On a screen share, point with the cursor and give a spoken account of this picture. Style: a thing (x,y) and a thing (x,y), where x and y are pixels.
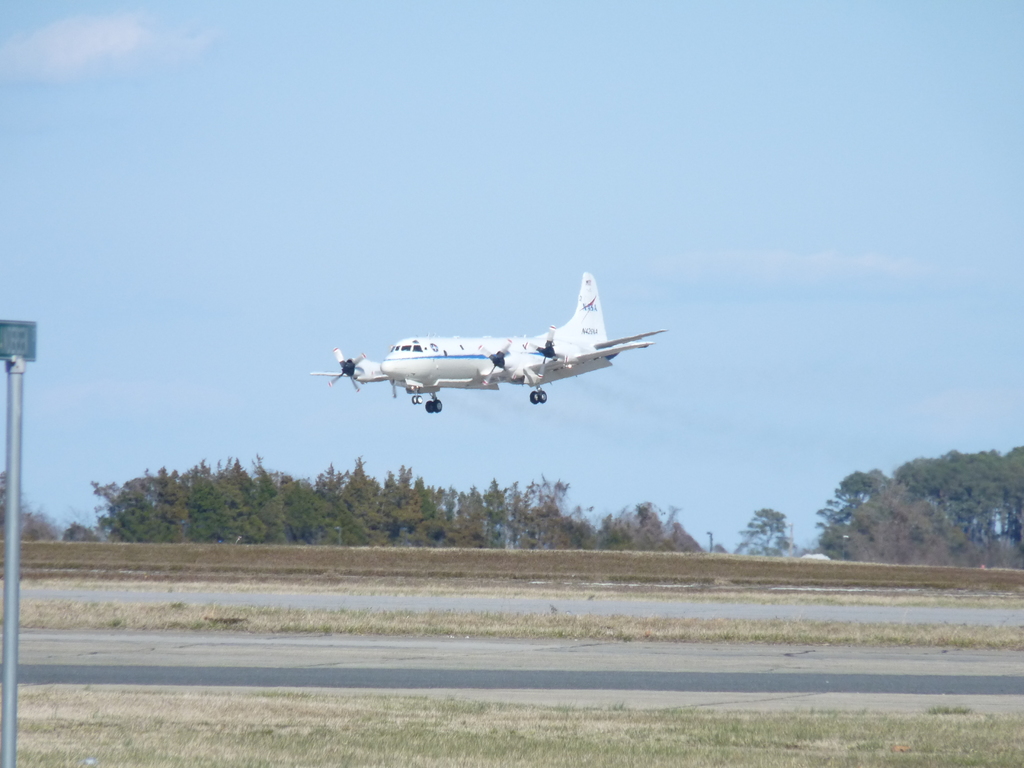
In this image, we can see an aeroplane (540,371) in the sky (504,388) and there is a name board (20,350) and we can see trees (545,526). At the bottom (489,633), there is ground (415,717) and a road (454,654).
